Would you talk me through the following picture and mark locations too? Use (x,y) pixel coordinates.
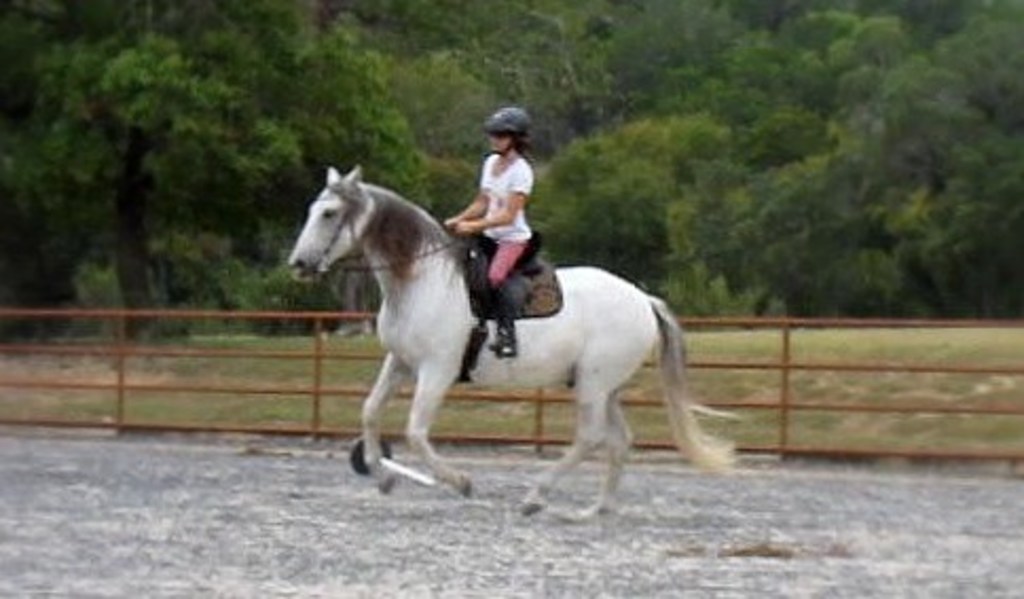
In this picture there is a woman (528,175) who is wearing helmet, t-shirt (515,183), trouser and shoe (510,340). She is riding a white horse (540,341). In the back (840,389) i can see fencing (919,371) and grass (868,330). In the background (48,137) i can see many trees (993,181) and plants (946,123).
